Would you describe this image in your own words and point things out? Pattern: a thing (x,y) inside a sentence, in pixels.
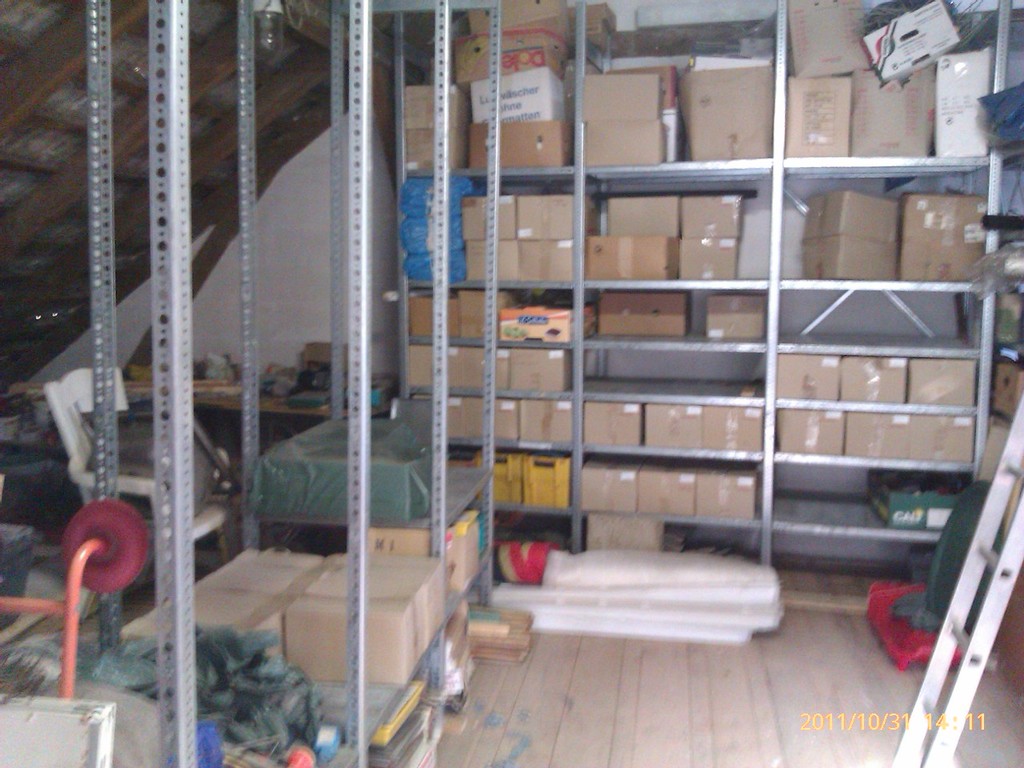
In this image, we can see carton boxes (552,386) and baskets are placed on the metal racks (985,428). We can see metal rods (96,406), chair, table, ladder (1020,467) and few objects (131,685) in the image. At the bottom of the image (551,721), we can see the floor (689,731) and watermark (954,726). In the background (292,306), we can see the wall (302,242), bulb (267,41) and few objects (678,114).
